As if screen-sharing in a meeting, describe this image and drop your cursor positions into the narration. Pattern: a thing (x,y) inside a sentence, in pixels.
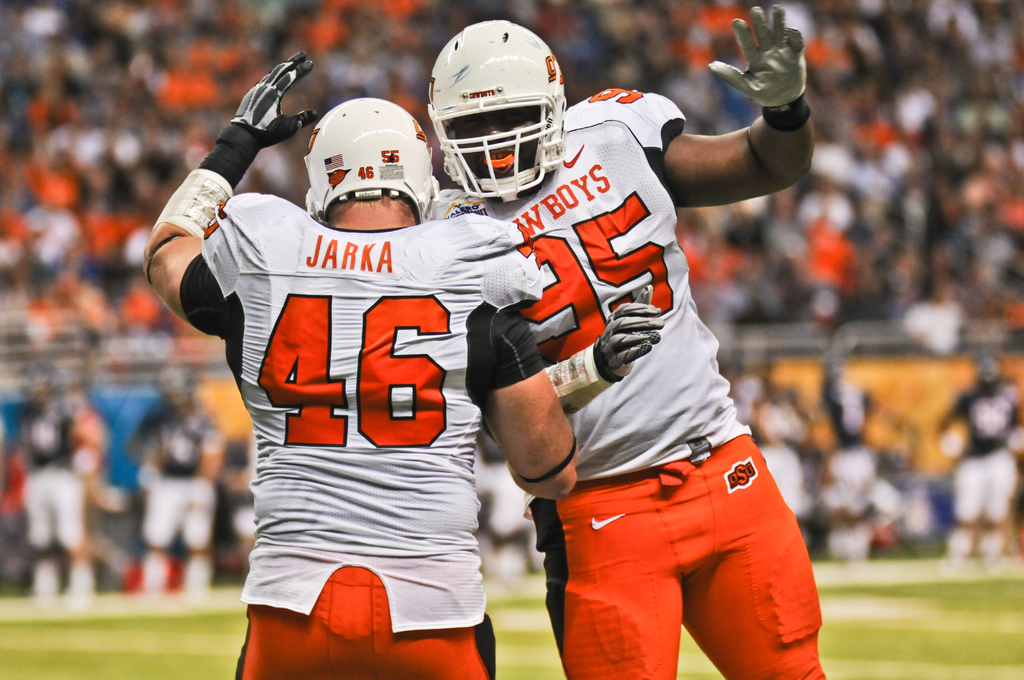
In this image, at the middle (676,390) there are two men (555,455) standing and they are wearing white color helmets (385,150) and gloves (262,141), at the background (722,119) there are some people (758,266) sitting and they are watching the game.
